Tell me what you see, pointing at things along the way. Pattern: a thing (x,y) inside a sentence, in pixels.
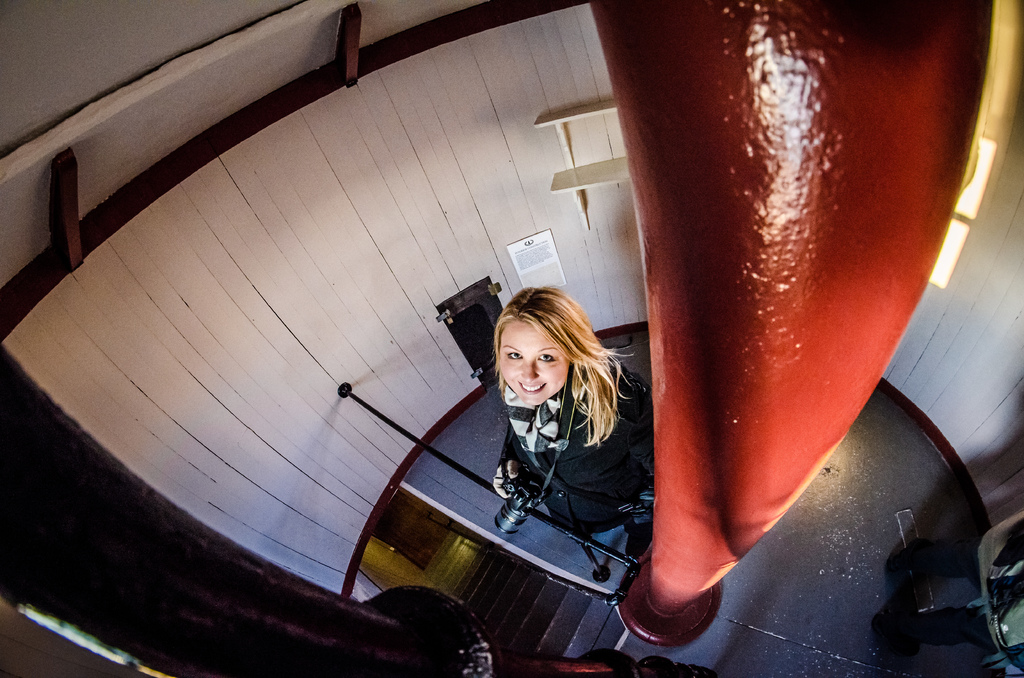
In the middle of this image (571,390) there is a woman (522,361) standing, holding a camera (516,479) in the hand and smiling by looking at the picture. Beside her there is a red color pole (772,308). Around her I can see the wall (321,343). At the bottom (498,619) there are stairs (544,624). In the bottom right-hand corner (951,611), I can see a person's legs (909,621).
